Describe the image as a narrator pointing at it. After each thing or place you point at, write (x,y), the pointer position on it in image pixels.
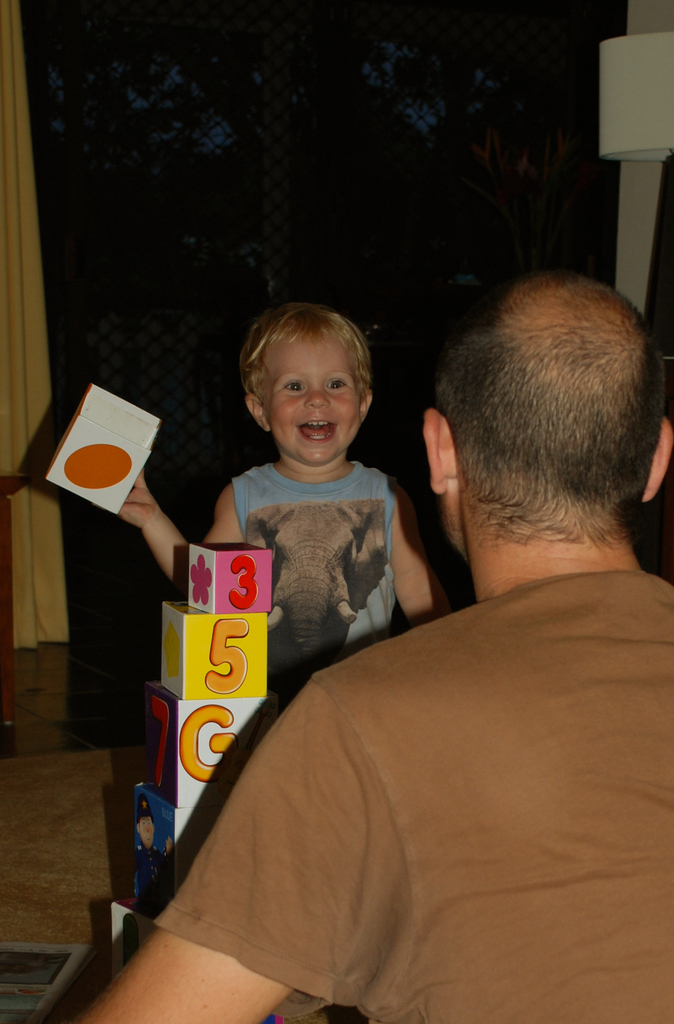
Here in this picture in the middle (282,538) we can see a child (306,525) standing over a place and smiling and in front of him we can see a person (413,685) present and in the middle (227,657) we can see some puzzle boxes (216,628) present over there and we can see the child (258,514) is holding one of the box (84,416) in his hand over there and behind him we can see a curtain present over there and we can also see a lamp (603,67) present over there.
